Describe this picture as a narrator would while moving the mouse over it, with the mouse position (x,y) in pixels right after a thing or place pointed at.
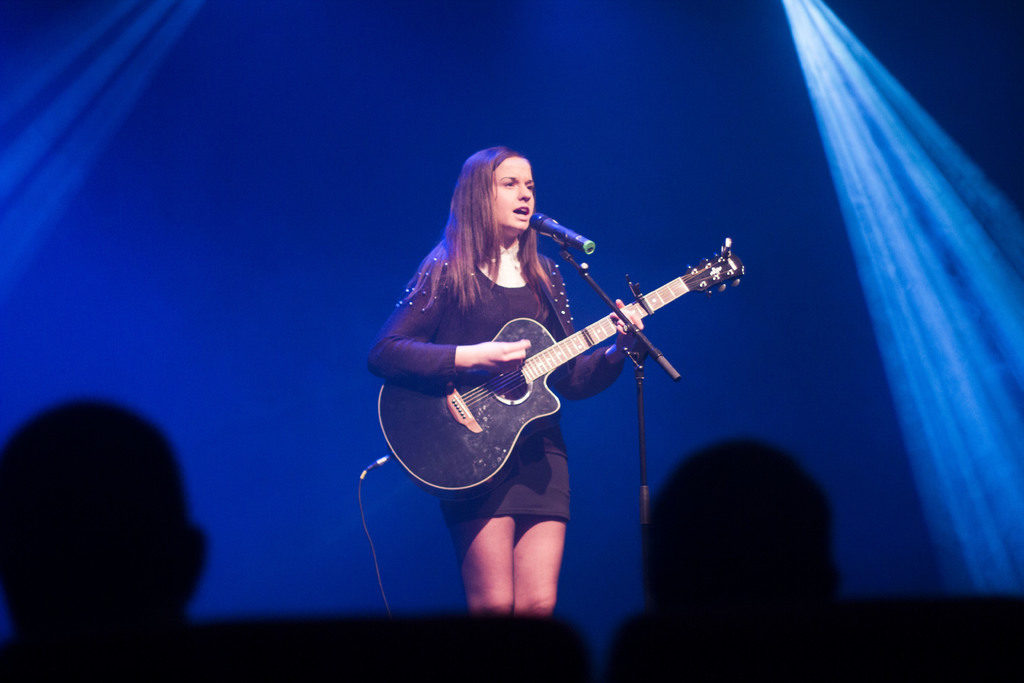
In this image we can see a woman (533,585) is standing and playing guitar (445,392) and there is a mic (555,236) on a stand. At the bottom (178,588) the image is dark but we can see objects (60,581). In the background (23,138) we can see light rays (36,146).
